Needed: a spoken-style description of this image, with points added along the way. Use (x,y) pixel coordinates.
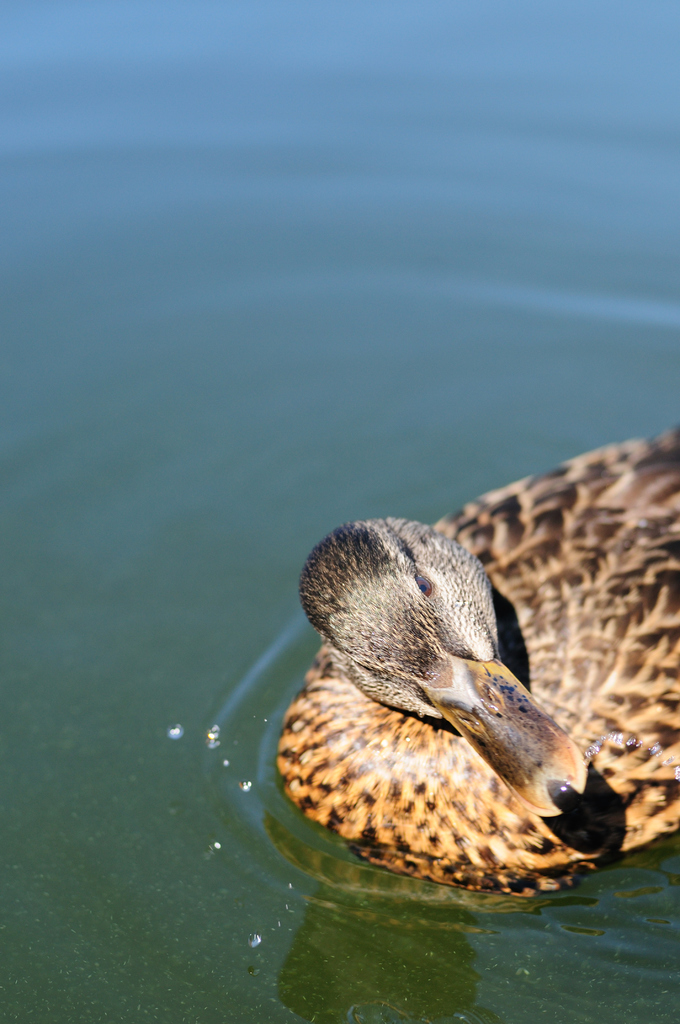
IN this image there is a duck (492,599) on the water (218,151).
